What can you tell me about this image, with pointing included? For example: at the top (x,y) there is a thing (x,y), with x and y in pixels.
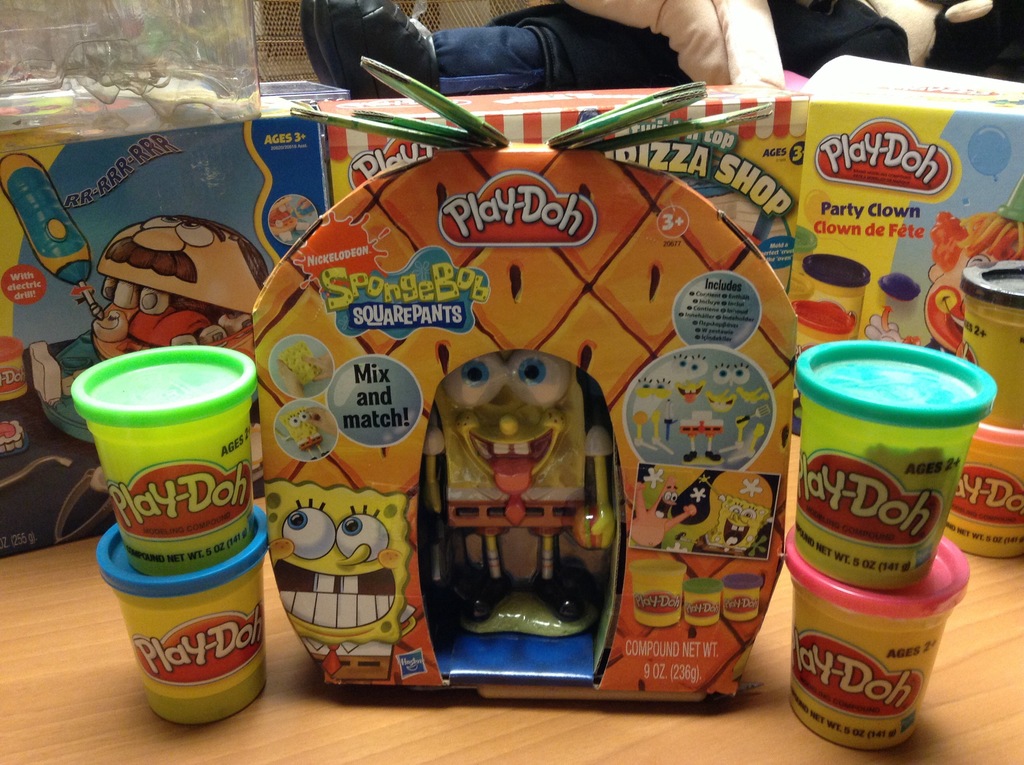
This picture seems to be clicked inside. In the foreground (174,411) we can see the boxes (632,516) of toys (803,649) and we can see the pictures (344,572) of cartoons (340,534) and the text (511,204) on the boxes (511,204). In the background (917,12) we can see there are some objects (625,25).
